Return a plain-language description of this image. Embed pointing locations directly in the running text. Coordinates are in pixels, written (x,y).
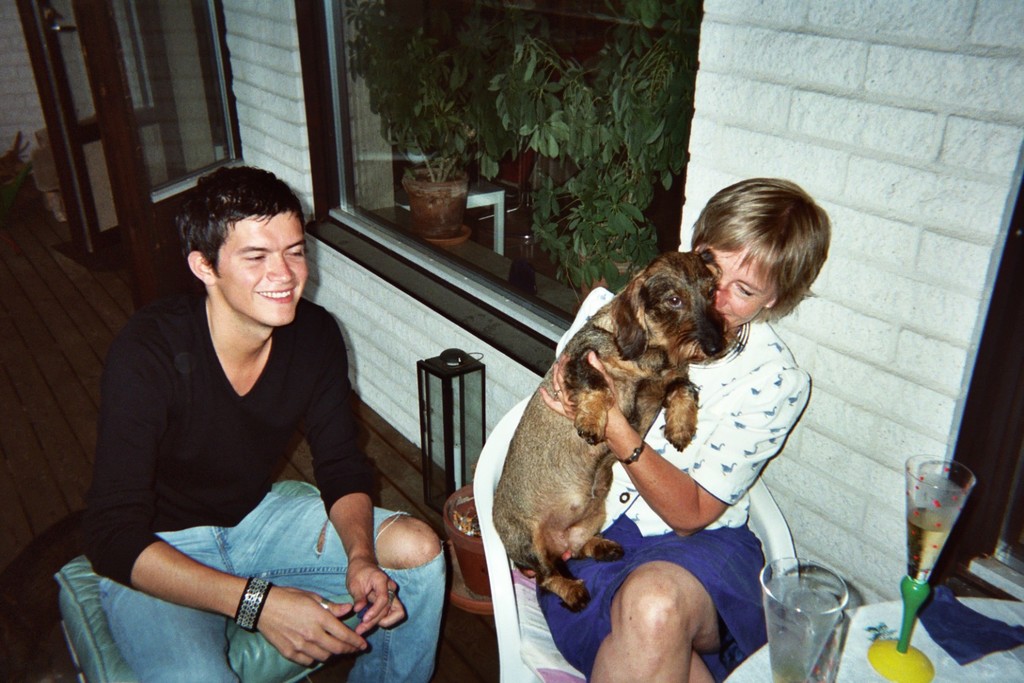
There is a person (153,337) sitting on a sofa (101,632) and he is on the left side (91,663). He is smiling. Here we can see a woman (681,670) sitting on a chair (514,647) and she is holding a dog (583,334) in her hand (611,420). This is a table (992,682) where two glasses (915,620) are kept on it. In the background (120,96) we can see a door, a glass window (485,154) and a clay pot (461,203).
